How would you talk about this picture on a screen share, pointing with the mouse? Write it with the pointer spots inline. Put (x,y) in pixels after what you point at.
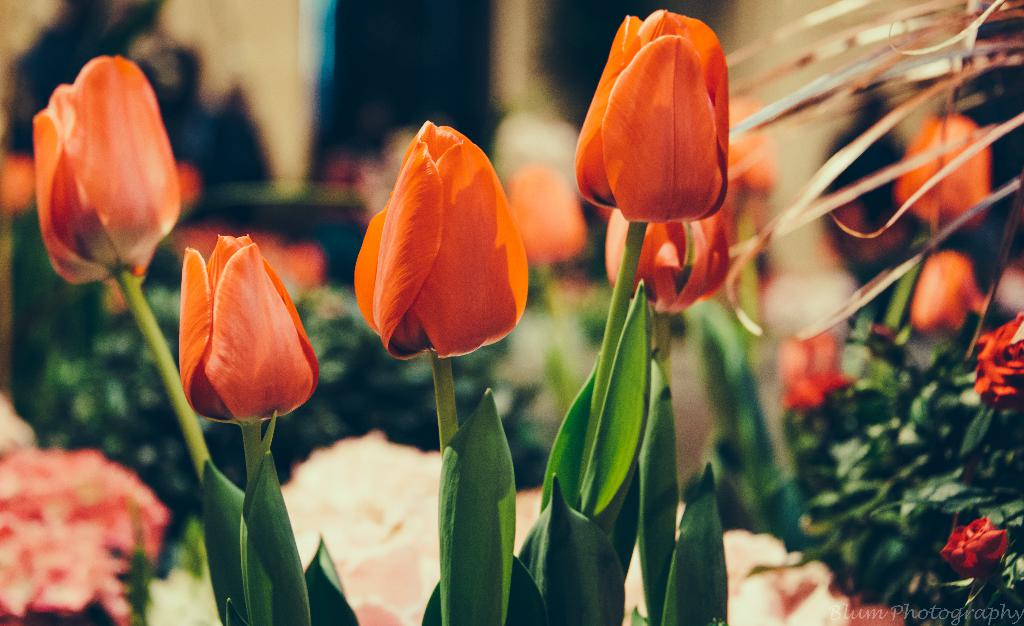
In this image, we can see flowers (620,268). In the background (773,347), image is blurred.
